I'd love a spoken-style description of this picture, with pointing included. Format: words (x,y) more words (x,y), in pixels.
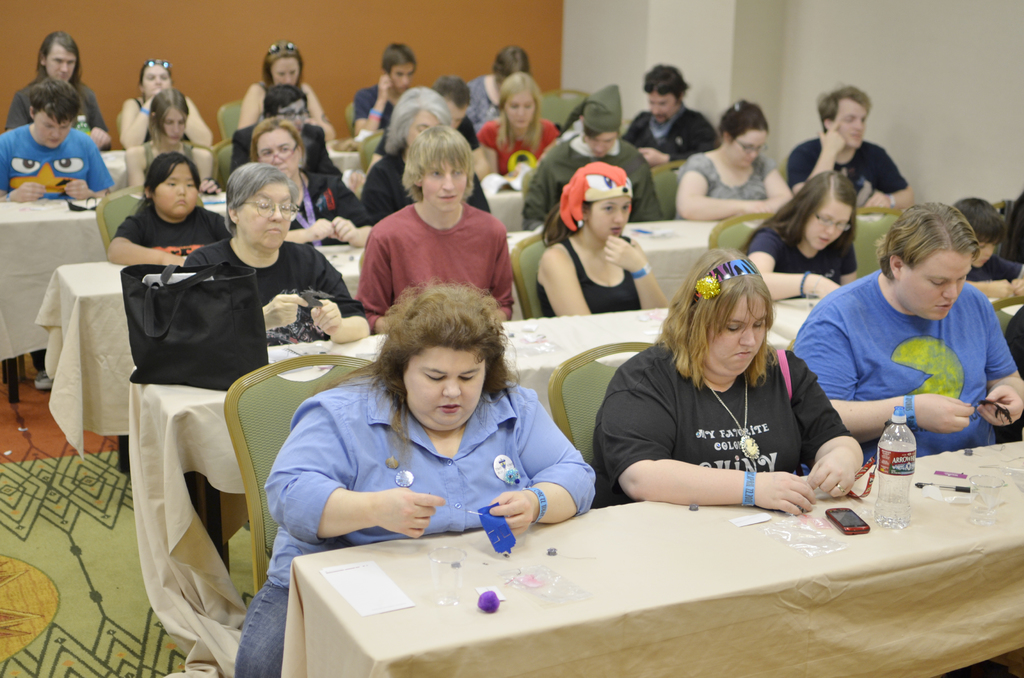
In this image we can see many persons (643,368) sitting on the chairs (582,400) at the tables (507,356). In the background (650,34) there is wall (297,34).
